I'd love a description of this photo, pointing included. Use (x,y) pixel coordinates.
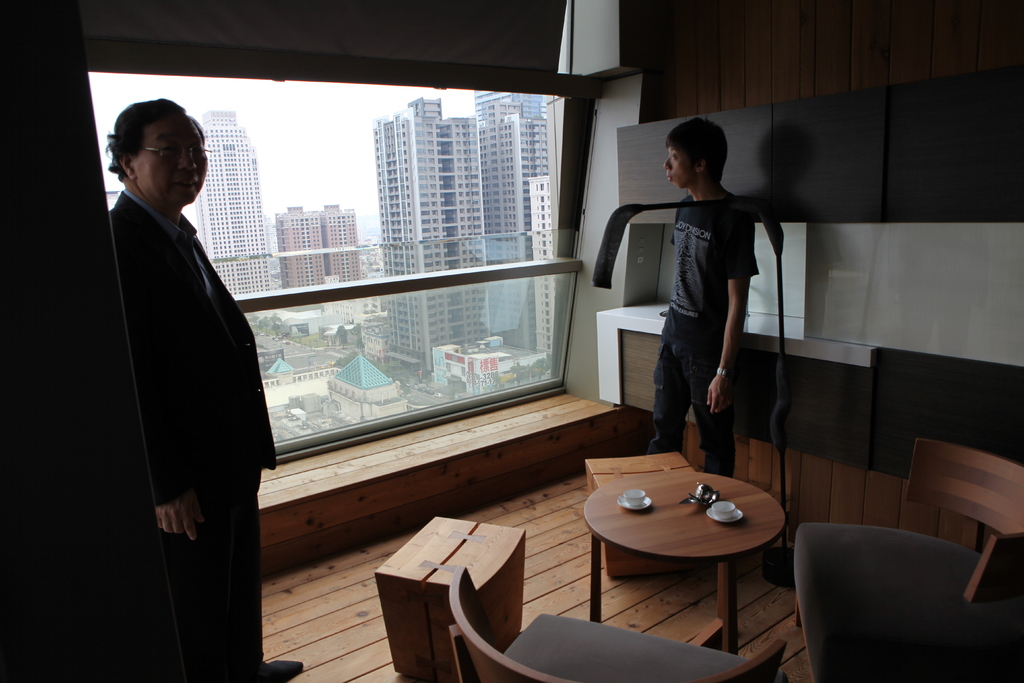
In this image I see 2 men (229,667) who are standing and I see a table (607,502) on which there are 2 cups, I can also see 2 chairs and 2 boxes (401,646) and In the background (468,386) I see the buildings (212,119).
